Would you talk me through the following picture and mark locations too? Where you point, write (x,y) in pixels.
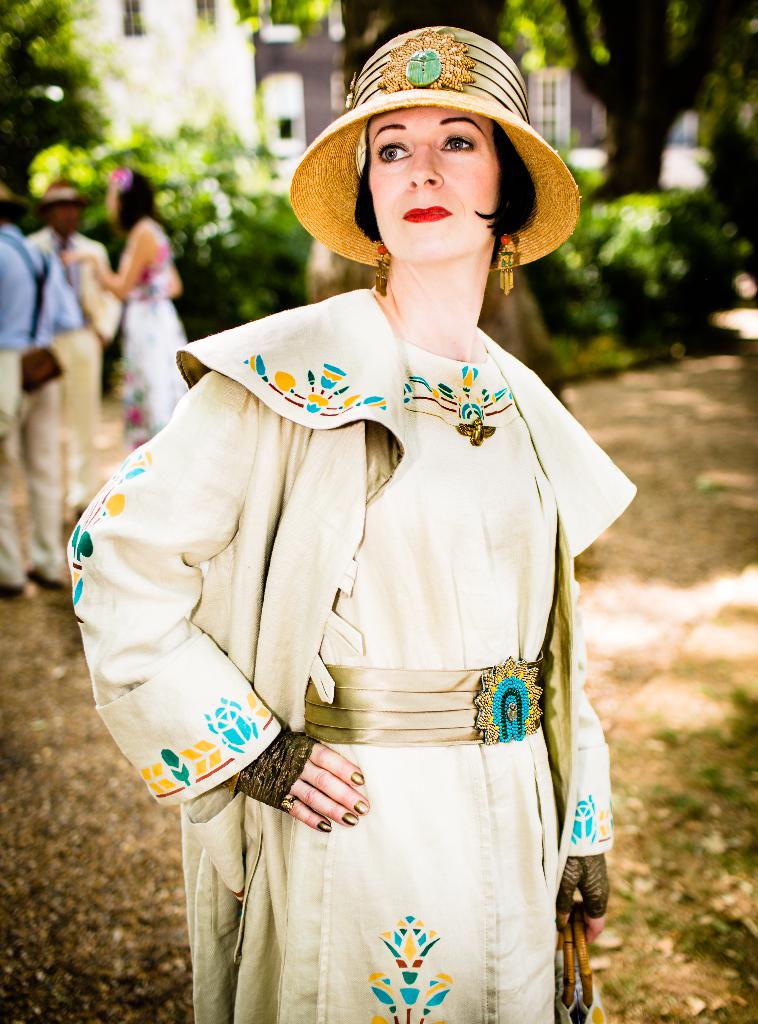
Here we can see a woman (289,707) is standing and there is a hat (399,49) on her head (437,132) and holding a bag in her hand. In the background (89,271) there are few persons (27,294) standing on the ground (43,604) on the left side (57,295) and we can see trees (680,87), buildings (155,118) and windows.
